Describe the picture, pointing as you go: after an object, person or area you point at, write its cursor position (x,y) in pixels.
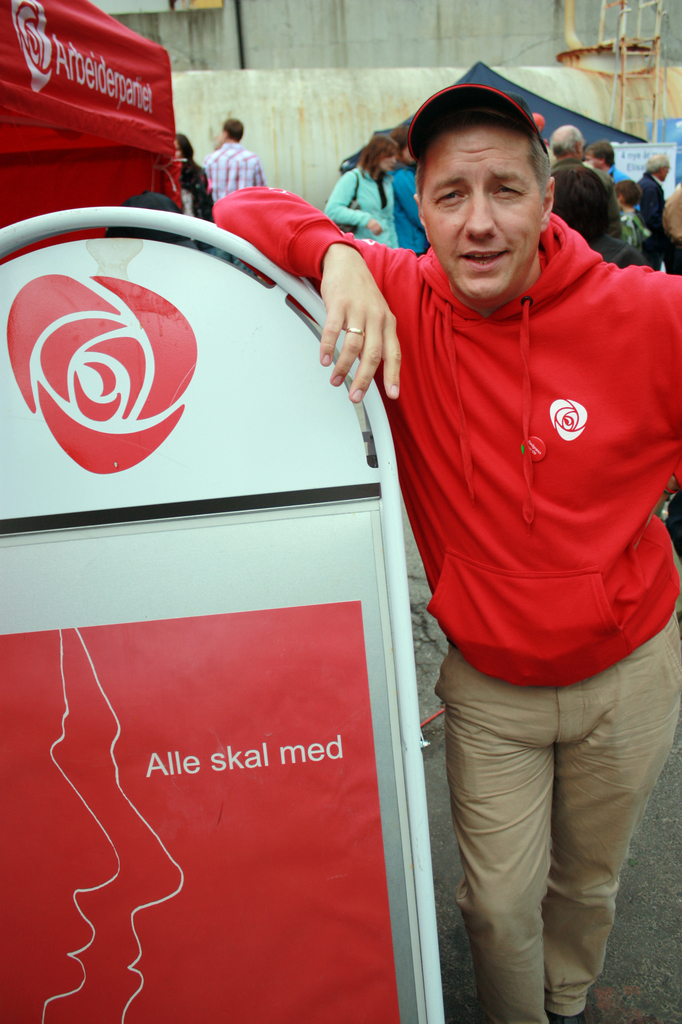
On the left side of the image (129,273) there is a board (384,591) with poster (332,978) on it. Beside that there is a man (482,187) with a cap (514,121) on his head (525,159) is standing. Behind him, there are few people (375,222) standing and also there are tents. There is a wall (420,46) with ladder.
